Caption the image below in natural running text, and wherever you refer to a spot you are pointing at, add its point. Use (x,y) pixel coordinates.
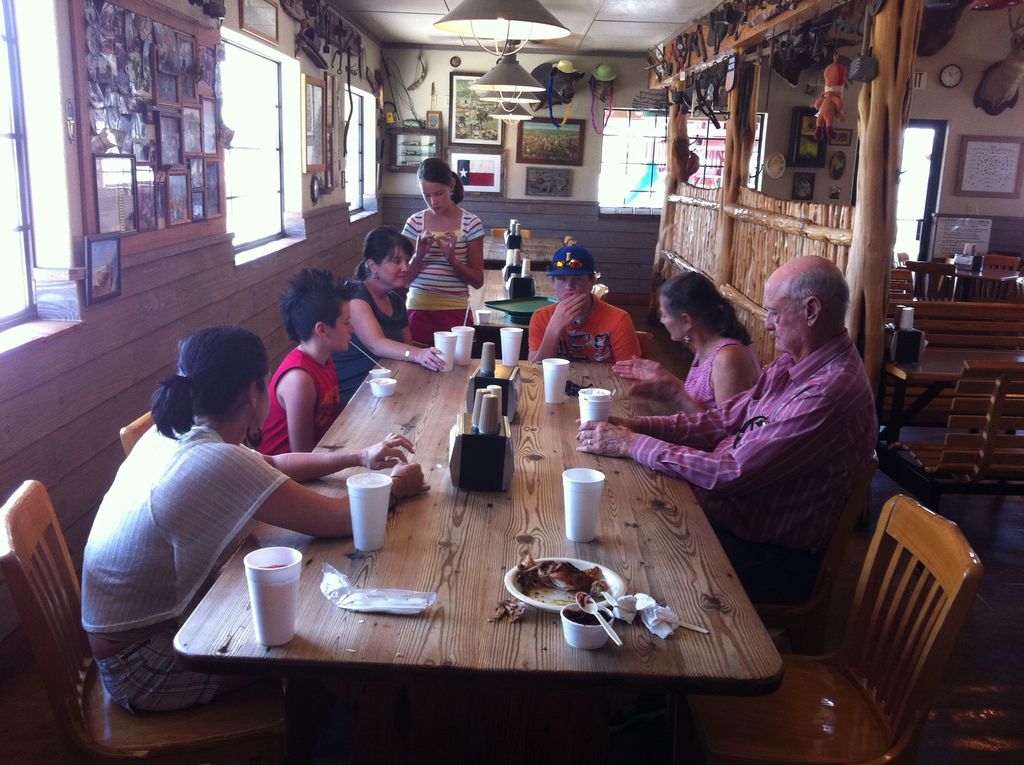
There are few people (342,308) sitting around the chair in front of a table (345,444) and few glasses (280,604) on it behind them is a photo frames (93,294) on the wall (131,312) and lights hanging from the top.
